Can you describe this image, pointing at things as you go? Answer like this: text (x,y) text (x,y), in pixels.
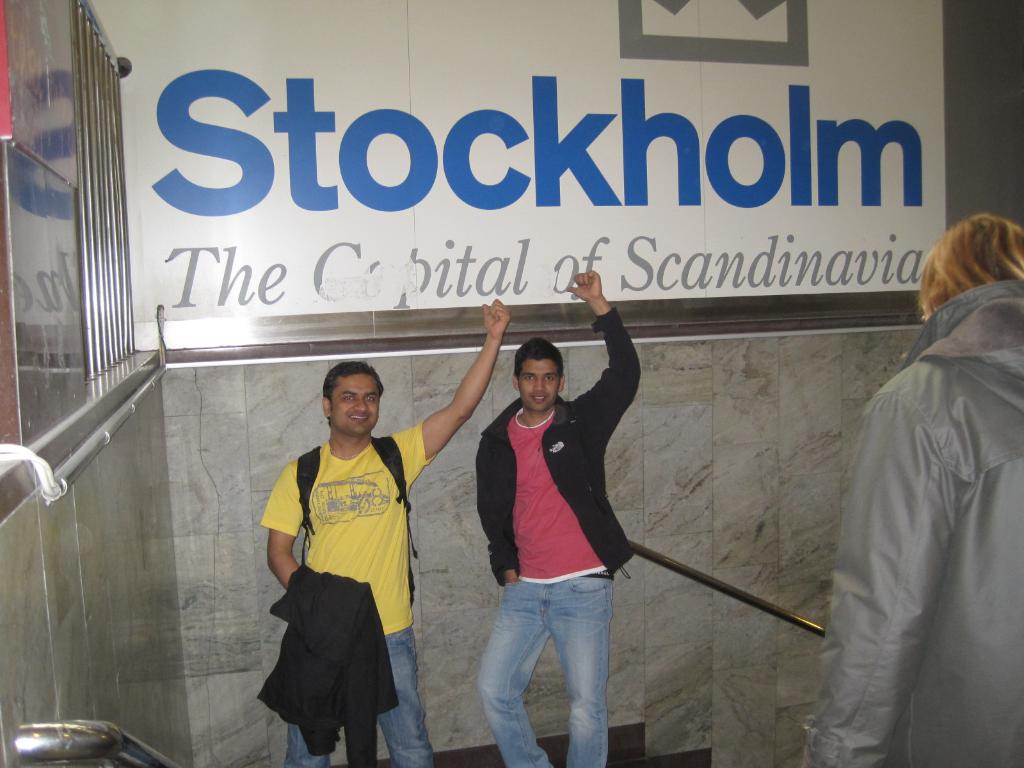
In this image, we can see persons (909,533) wearing clothes (909,533). There are grills (100,137) in the top left of the image (87,157). In the background of the image (256,466), we can see a wall (757,401) contains some text (637,102).
